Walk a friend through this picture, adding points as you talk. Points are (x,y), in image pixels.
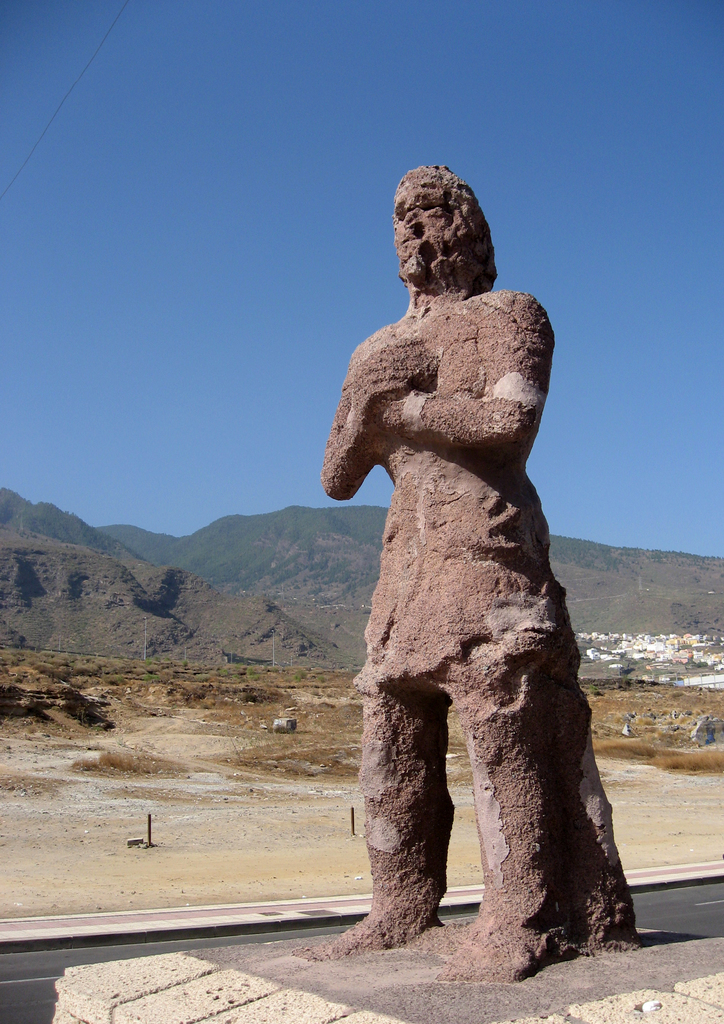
In this image we can see a statue (580,712). We can also see some poles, a group of houses (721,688), plants (129,759), the hills (65,626) and the sky (236,463) which looks clear.
